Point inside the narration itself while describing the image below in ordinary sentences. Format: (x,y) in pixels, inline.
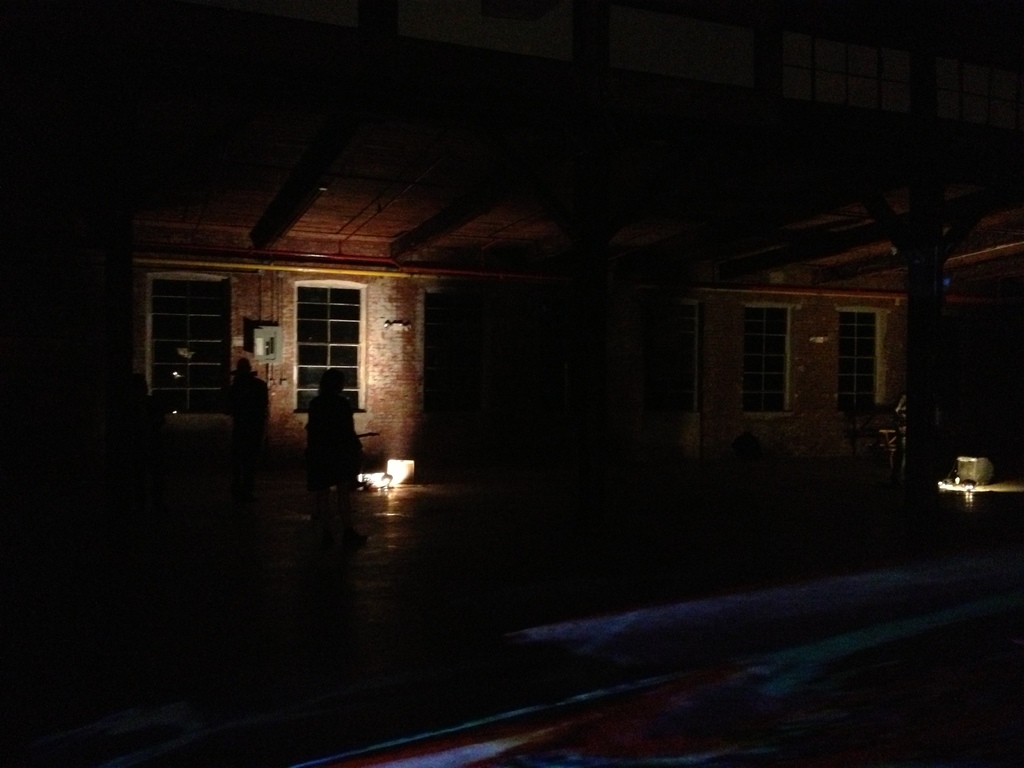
In this picture we can see the house (267,459) in dark, some people (341,490) are standing in front of the house (271,431).
